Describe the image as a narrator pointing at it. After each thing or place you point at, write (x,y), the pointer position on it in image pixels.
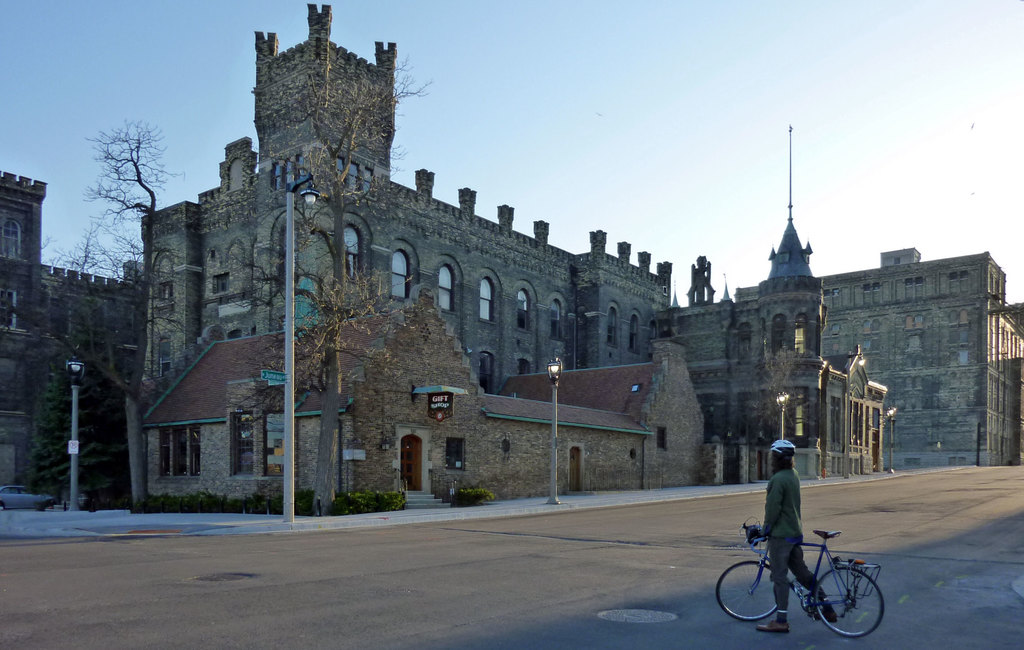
In this image there is a person (781,577) standing on the road surface (837,516) with a bike (789,542), in front of the person (802,546) there are buildings (471,349), in front of the building (393,348) there are trees (326,412) and lamp posts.
